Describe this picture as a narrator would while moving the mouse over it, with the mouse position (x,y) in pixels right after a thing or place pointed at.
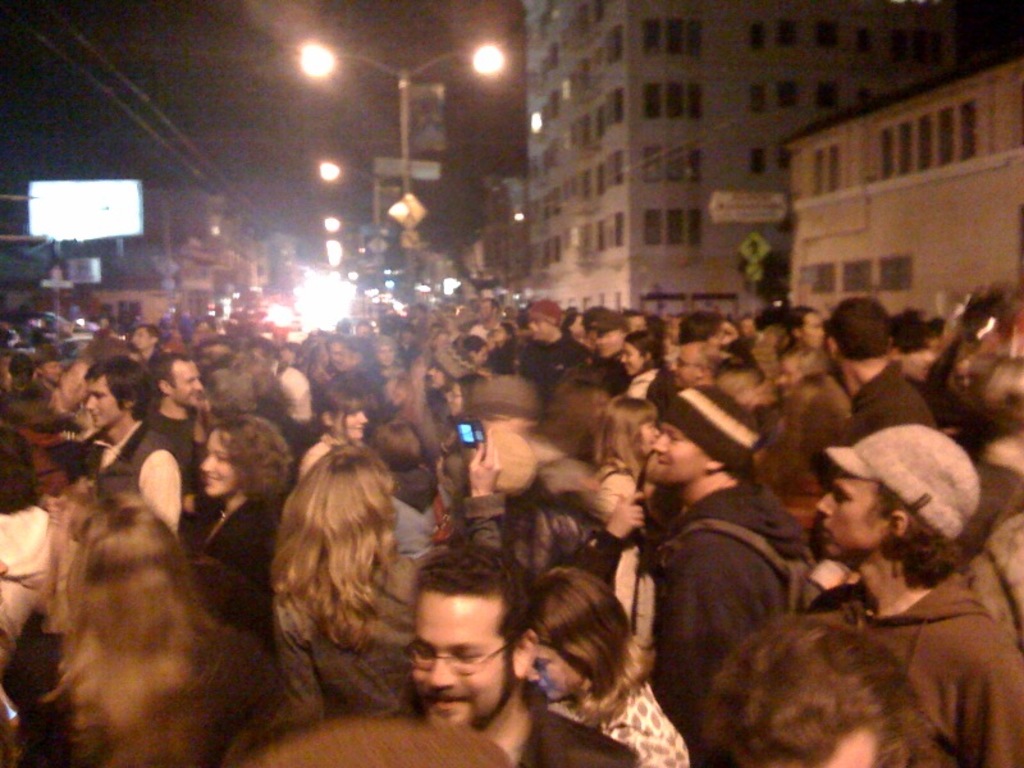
In this image we can see so many people (661,696) are standing on the road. Background of the image (826,191) street lights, wires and buildings (712,176) are present.
